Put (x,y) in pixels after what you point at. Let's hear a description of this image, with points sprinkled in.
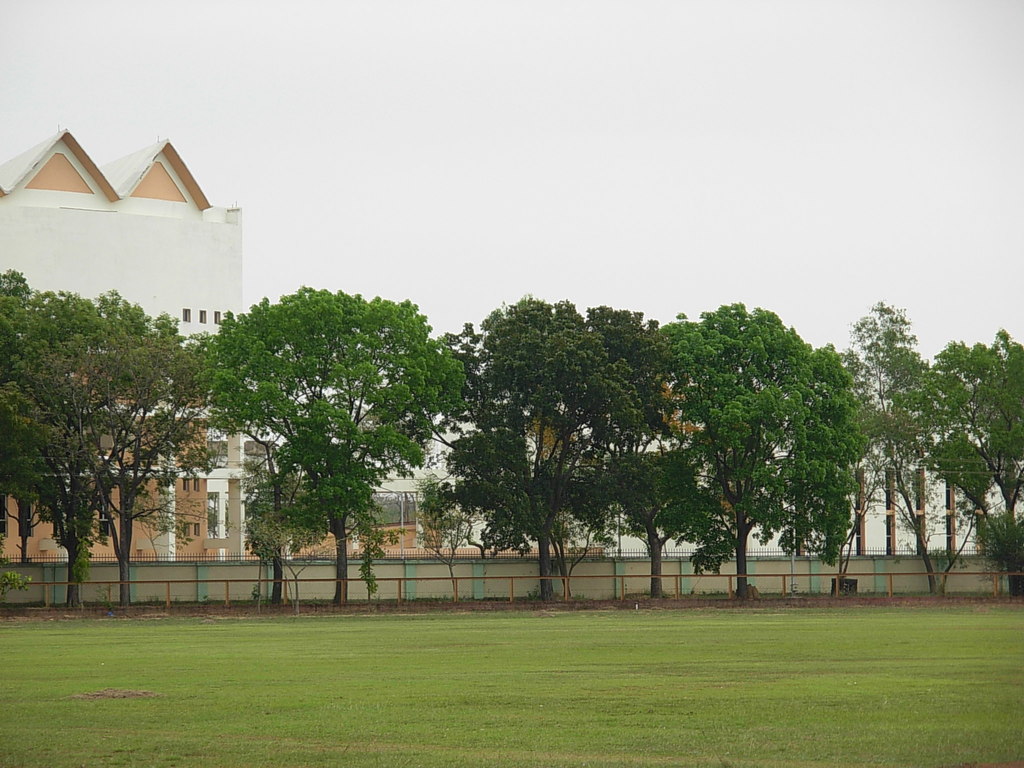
In the image there is a garden (327,657) and behind a garden (71,651) there are many trees (600,532) and there is a wall (448,572) behind those trees (368,578), behind the wall (220,578) there is a building (40,222).
